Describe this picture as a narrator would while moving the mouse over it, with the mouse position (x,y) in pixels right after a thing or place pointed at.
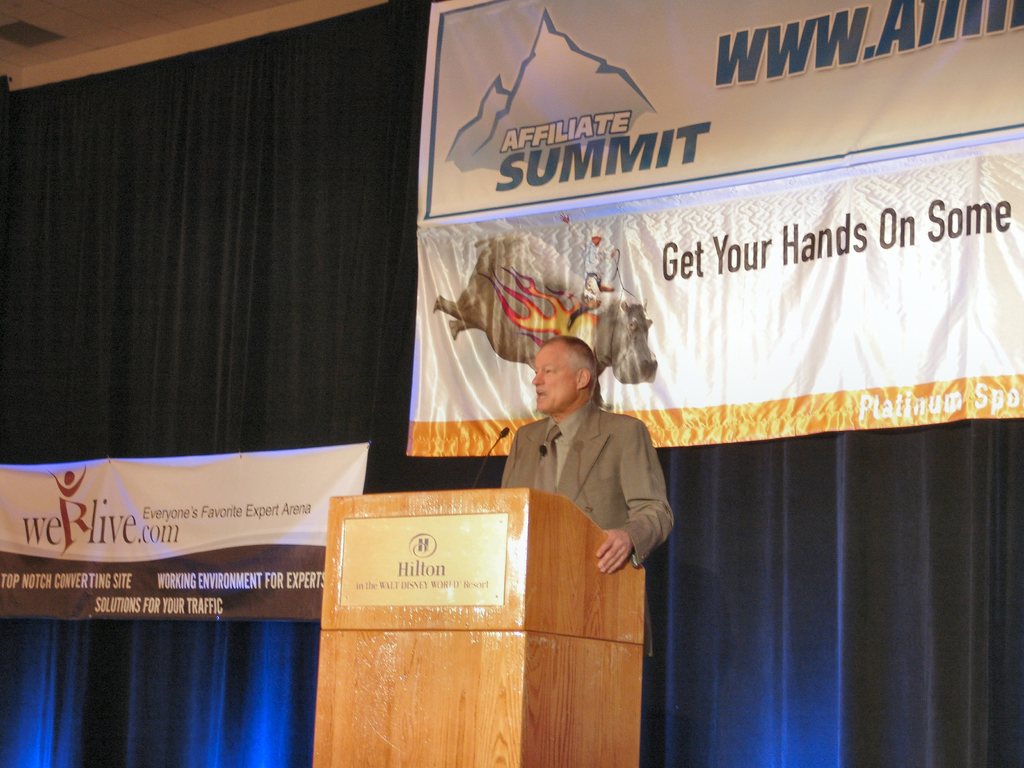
In the image there is a man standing behind a table (401,503) and he is speaking something, in the background (232,473) there are two banners (446,278) and behind the banners (640,274) there is a curtain (166,379).
